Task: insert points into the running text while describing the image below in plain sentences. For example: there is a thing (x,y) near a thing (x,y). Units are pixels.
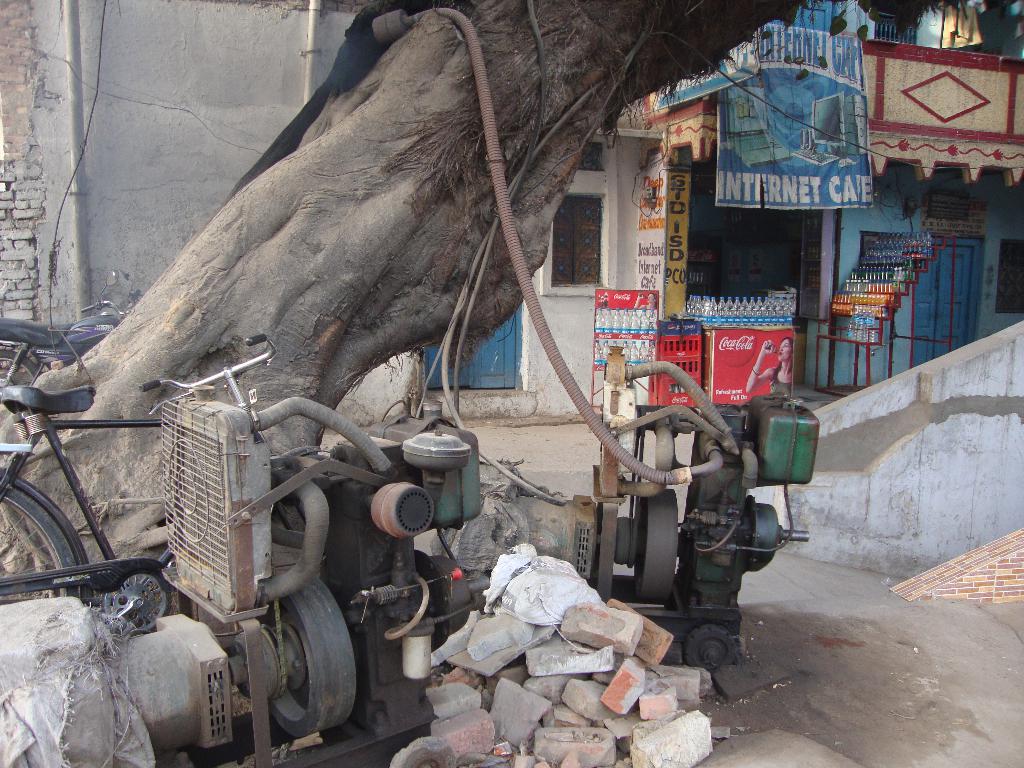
In this picture I can see a tree (342,332) and some machines (401,540) on the ground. On the left side (73,463) I can see vehicles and bicycle (60,514). On the right side (836,292) I can see a shop (752,289), bottles (758,314), crates (676,349) and a banner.
